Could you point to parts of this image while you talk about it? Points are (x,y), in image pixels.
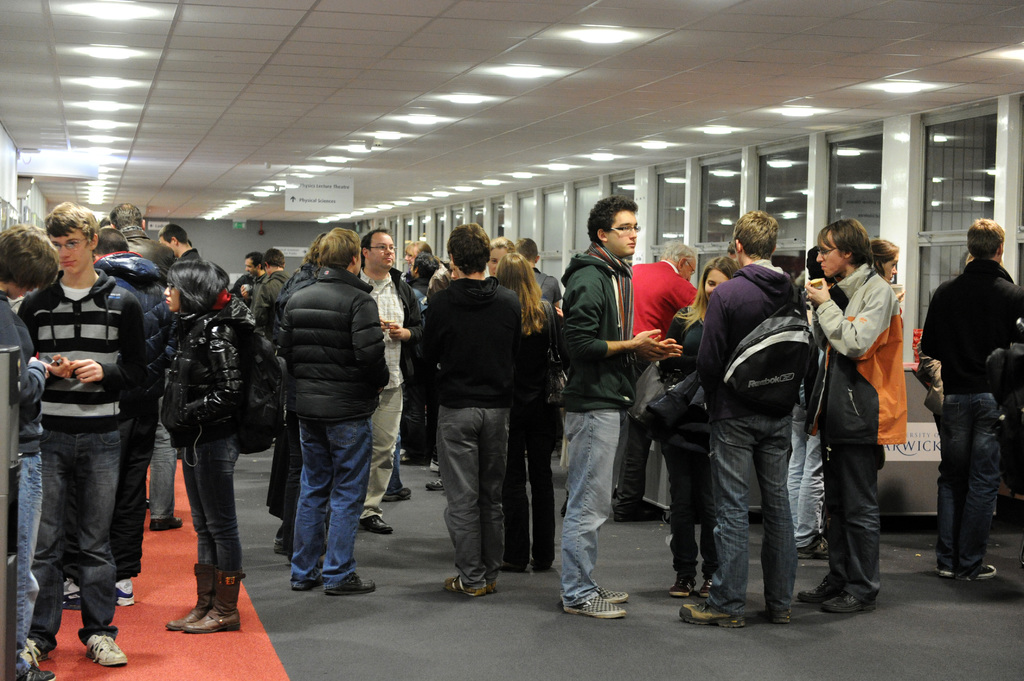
In this image I can see inside view of a building (1011,230) and I can also see number of people (314,279) are standing. I can also see many of them are wearing jackets (192,424) and few of them are carrying bags (250,344). On the top side of the image (316,169) I can see two white colour boards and number of lights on the ceiling (53,47). I can also see something is written on the one board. On the right side of the image (920,430) I can see one more white colour board (931,437) and on it I can see something is written. On the bottom left side of the image (175,481), I can see a red colour carpet (88,669) on the floor (178,635).
